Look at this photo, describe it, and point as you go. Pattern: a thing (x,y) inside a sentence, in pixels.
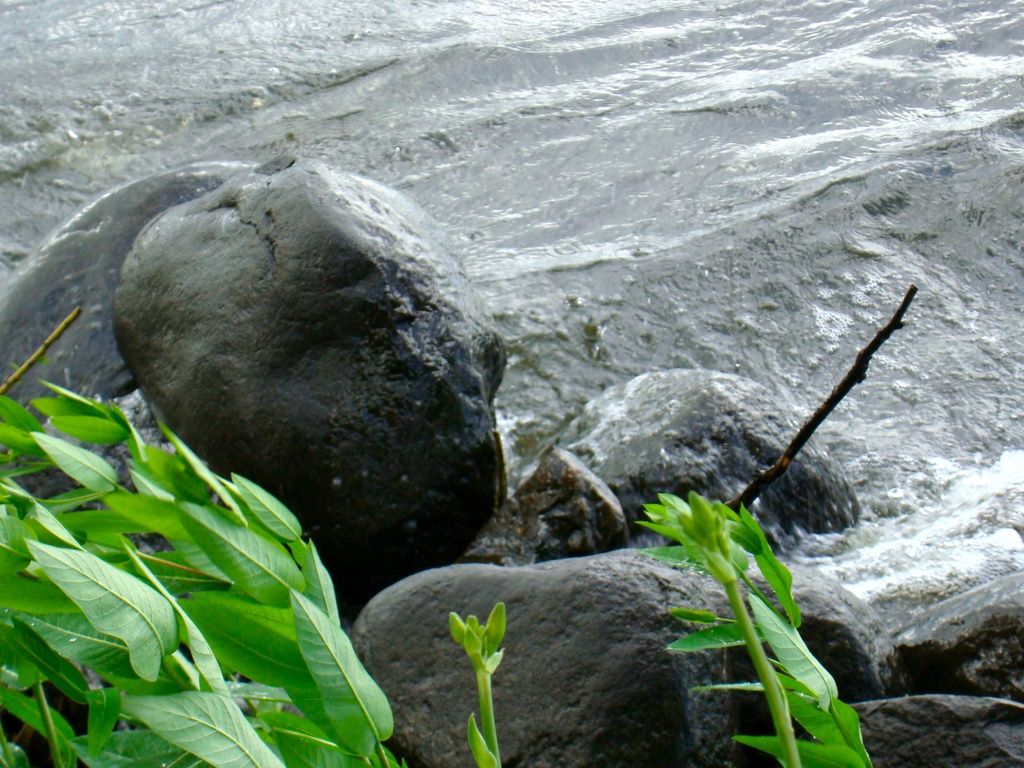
In this image we can see the water (556,382). We can also see some stones (495,546), leaves (329,619), buds (500,656) and a branch (852,372) of a tree (784,463) beside the water (694,243).
